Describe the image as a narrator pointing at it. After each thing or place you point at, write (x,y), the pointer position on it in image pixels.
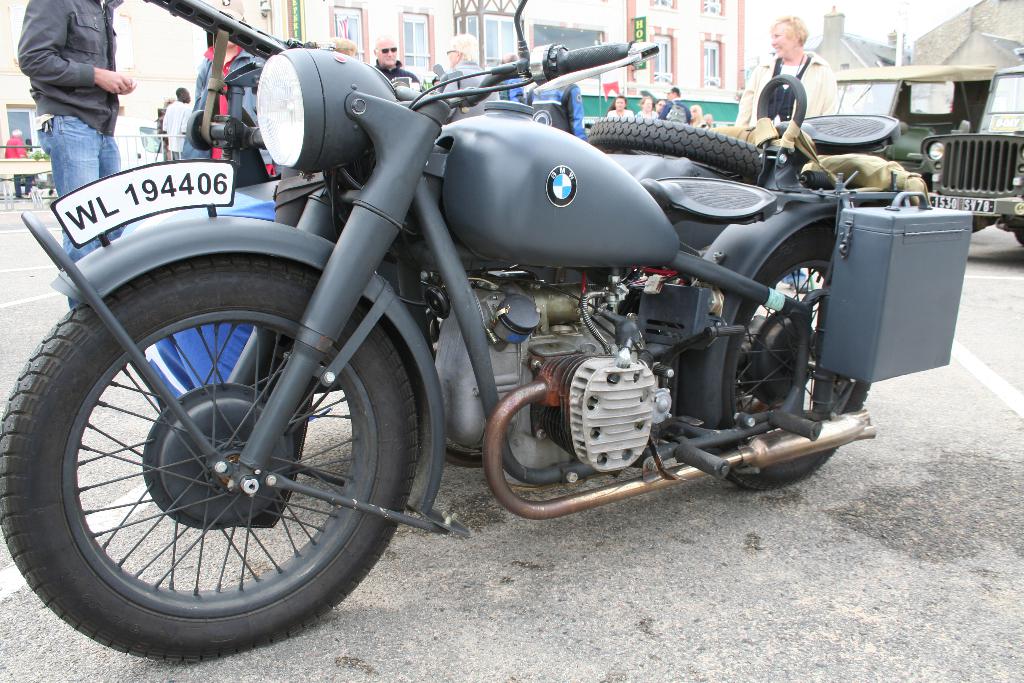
In the middle of the picture (404,239), we see the bike (410,237) in grey color is parked on the road (456,543). On the right side (987,178), we see the vehicles (877,77) parked on the road (988,236). Beside that, we see people (395,66) are standing on the road (497,544). There are buildings (711,49) in the background (711,49). On the left side (60,88), we see a man (68,155) is standing beside the bike (510,268). At the bottom (770,597), we see the road (41,214). This picture is clicked outside the city.
